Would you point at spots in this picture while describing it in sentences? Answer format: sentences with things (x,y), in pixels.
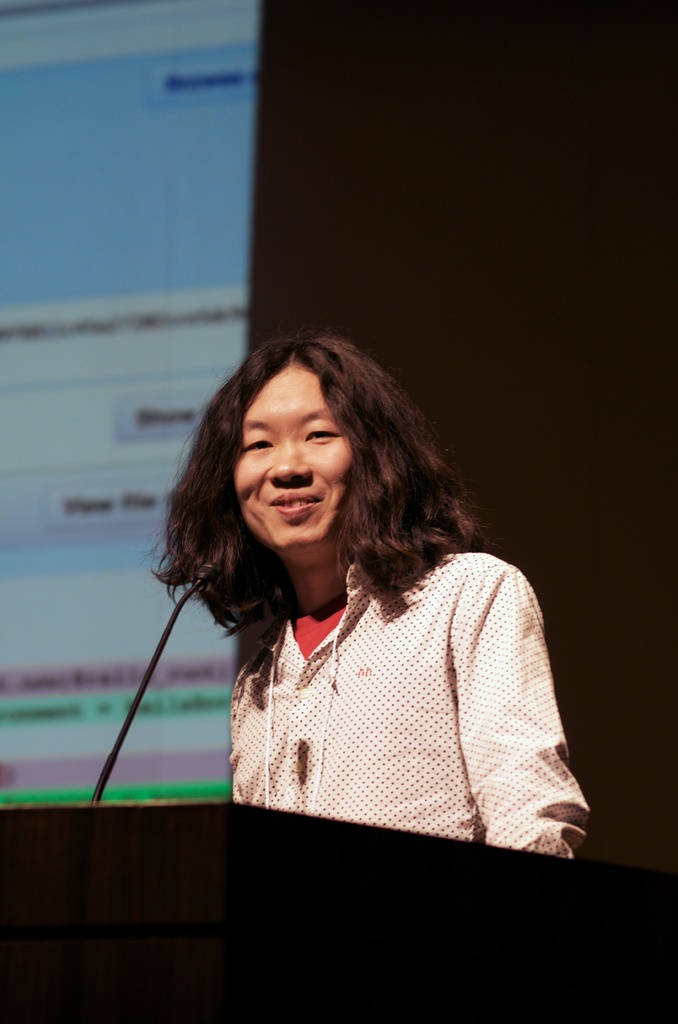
In this picture we can see a woman (275,569) talking in front of the mike (128,733), behind we can see projected screen (109,245).
